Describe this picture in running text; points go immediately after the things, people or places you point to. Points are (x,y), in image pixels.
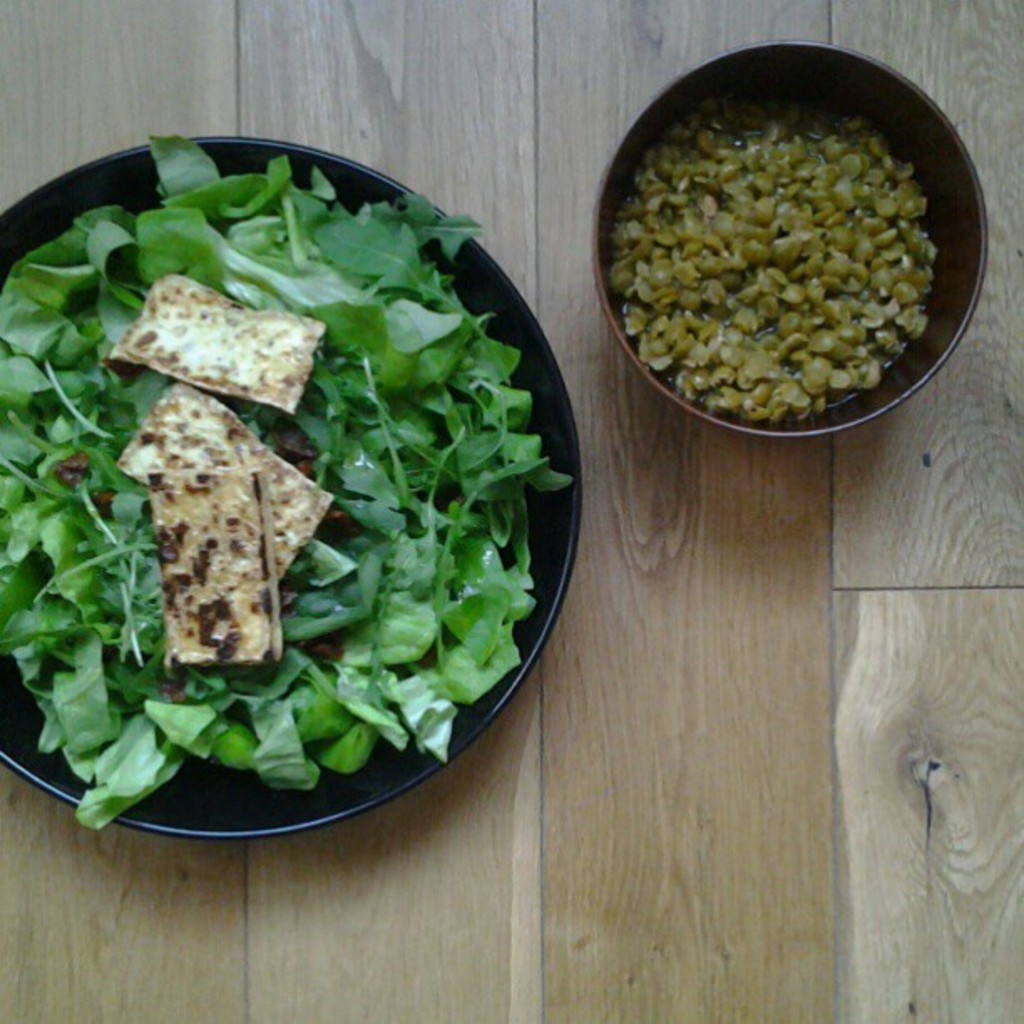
In this image I can see the food (298,471) in the plate (557,507) and in the bowl (765,265) and the food (429,393) is in green, white and brown color. The plate (560,492) and the bowl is on the brown color surface (662,801).
